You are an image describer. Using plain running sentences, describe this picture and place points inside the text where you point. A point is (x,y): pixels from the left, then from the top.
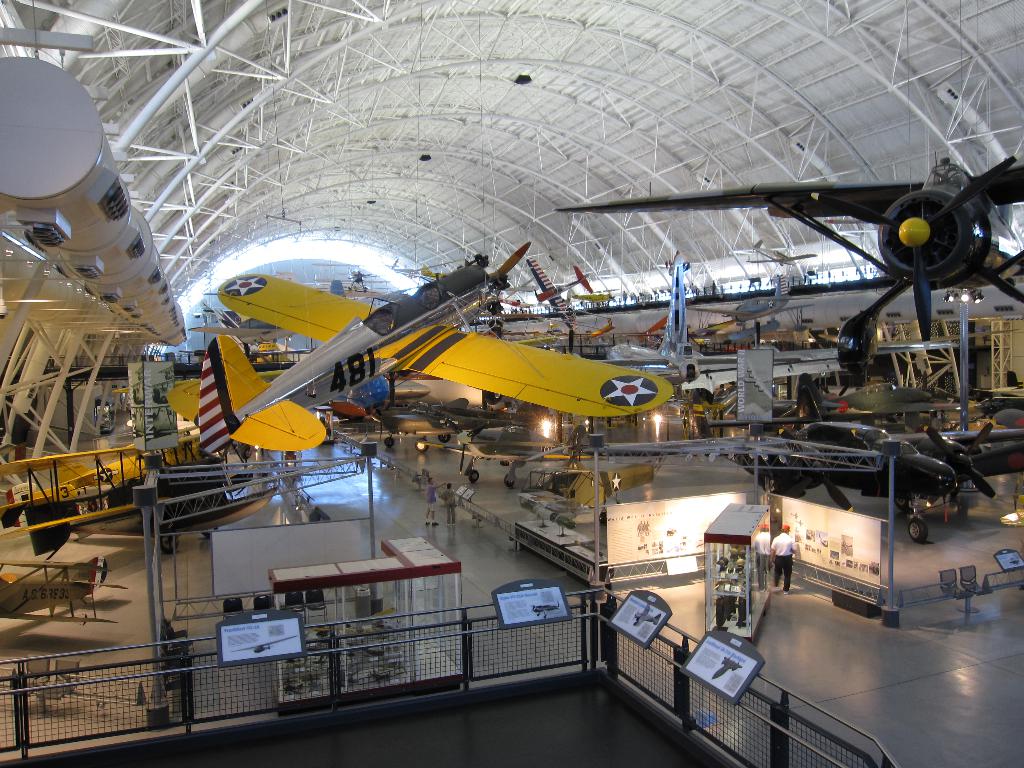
In this image under a shed (437,182), there are airplanes (902,259), few people (450,494) standing, boards (696,497), poles (892,563), floor (388,504), lights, chairs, railing (752,750) and few more objects (943,311).
